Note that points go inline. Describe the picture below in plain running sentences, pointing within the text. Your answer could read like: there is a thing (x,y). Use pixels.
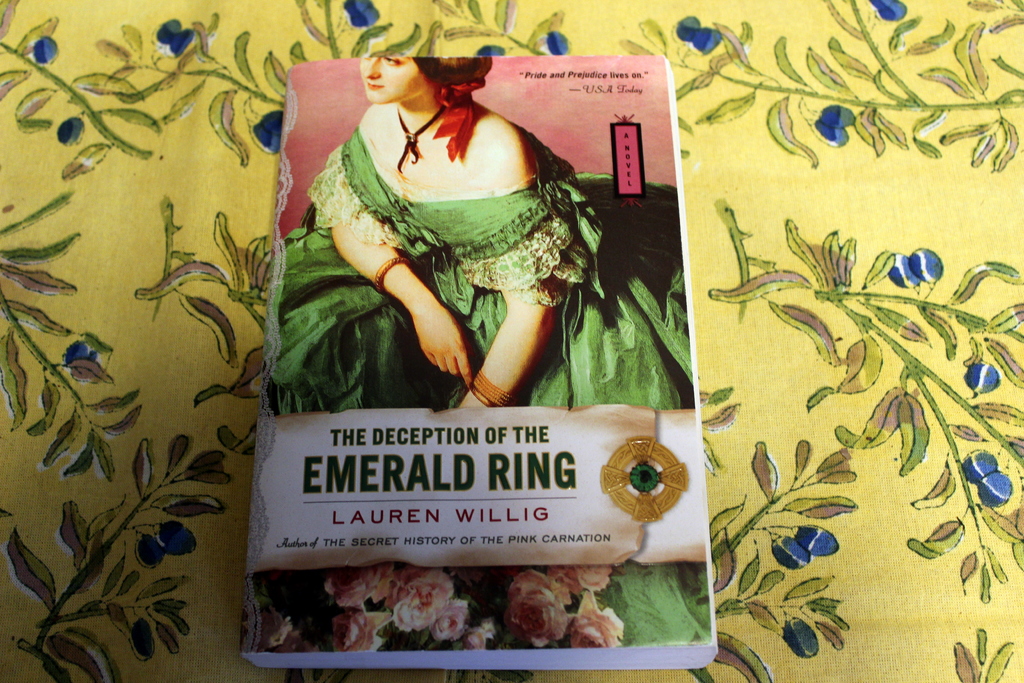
There is an image of a beautiful woman (484,293) on the book (487,353). She wore green color gown (572,345).
